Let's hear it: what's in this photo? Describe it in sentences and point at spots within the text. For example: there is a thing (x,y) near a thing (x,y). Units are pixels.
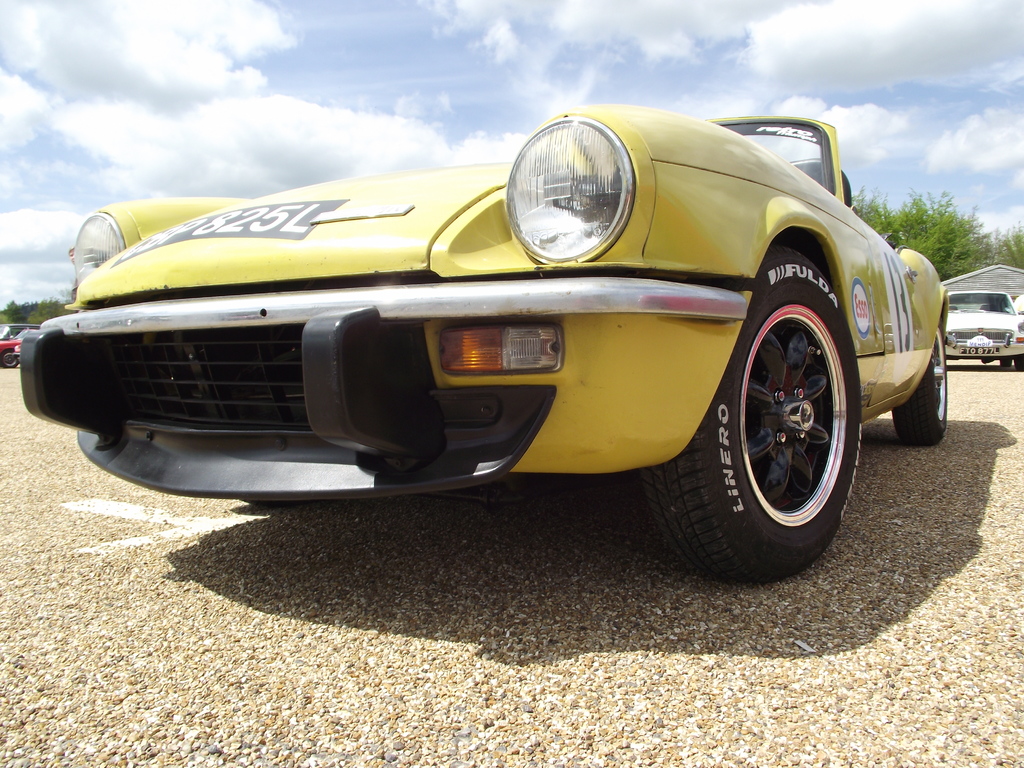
In this image I can see few cars (469,362), trees (971,257), shadows (528,549), clouds (517,42), the sky (284,164) and here on this car (548,334) I can see something is written at few places.
